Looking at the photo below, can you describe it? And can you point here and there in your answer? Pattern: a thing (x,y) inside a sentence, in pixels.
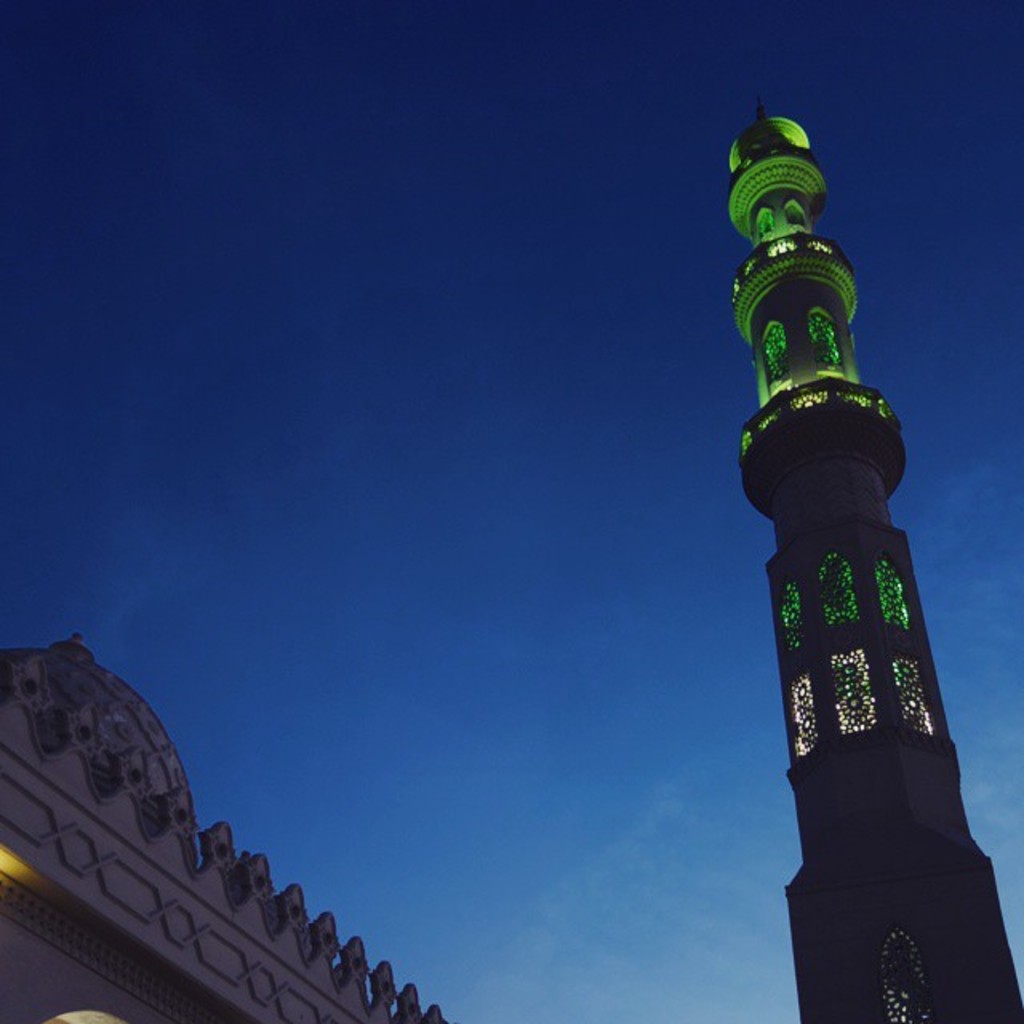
In the picture we can see a mosque (37,844) and a minaret (812,908) with a green light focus to it and in the background (326,697), we can see a sky (379,436) which is blue in color.
